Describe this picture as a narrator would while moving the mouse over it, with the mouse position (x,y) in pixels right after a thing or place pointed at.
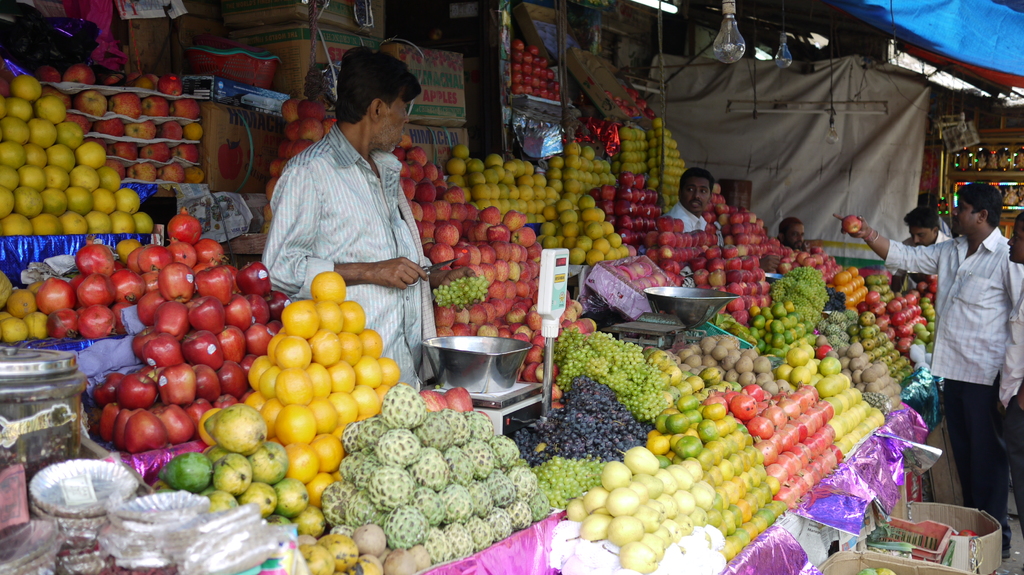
In this picture I can see a fruit market (554,305). I can see few people (961,327) are standing and a man (938,277) holding a apple (846,226) in his hand (854,236) and few are seated and I can see fruits (642,408) and another man (430,285) holding grapes (445,291) in his hand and I can see couple of weighing machines (669,294) and few lights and few carton boxes (459,87) on the top (441,80) and couple of them on the ground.
